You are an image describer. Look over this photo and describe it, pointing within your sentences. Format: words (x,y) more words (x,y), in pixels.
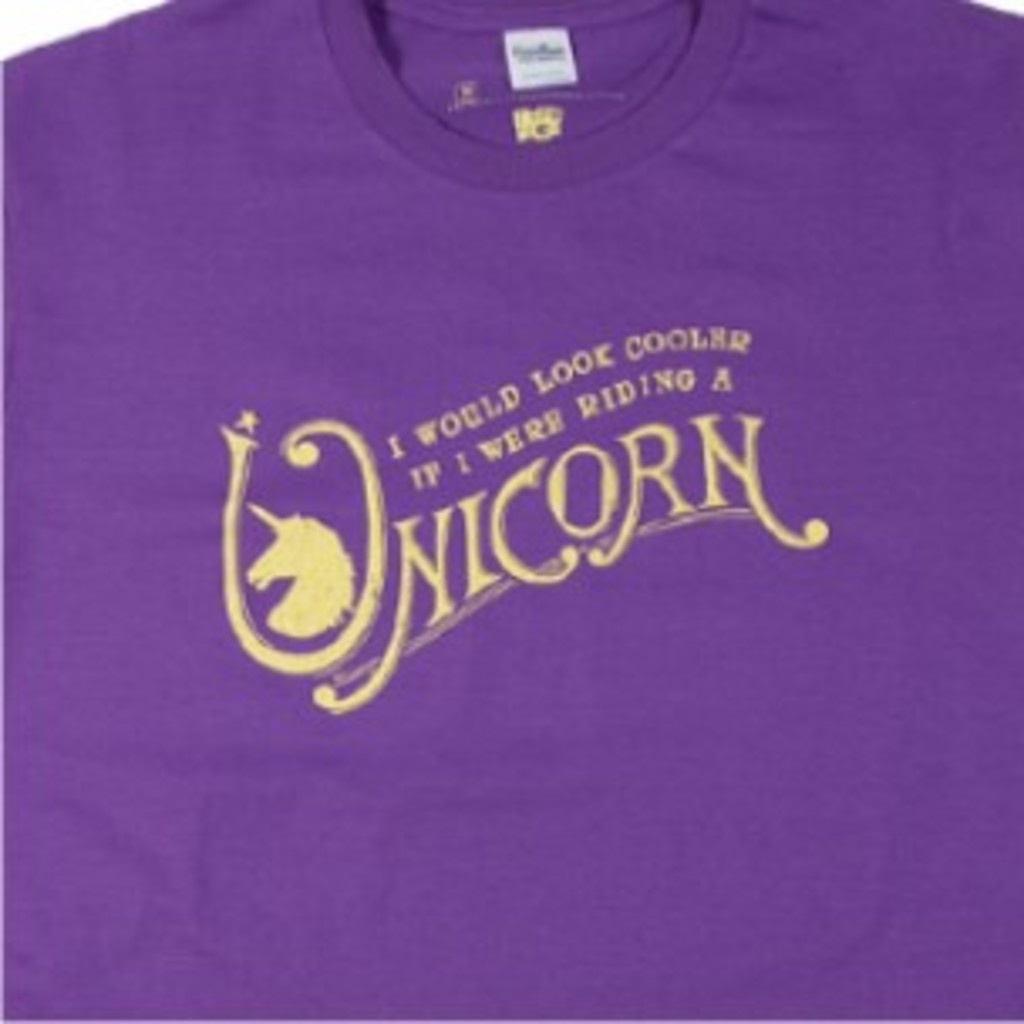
There is a purple color t-shirt (470,659) and it is written as unicorn on the t-shirt (442,479).
